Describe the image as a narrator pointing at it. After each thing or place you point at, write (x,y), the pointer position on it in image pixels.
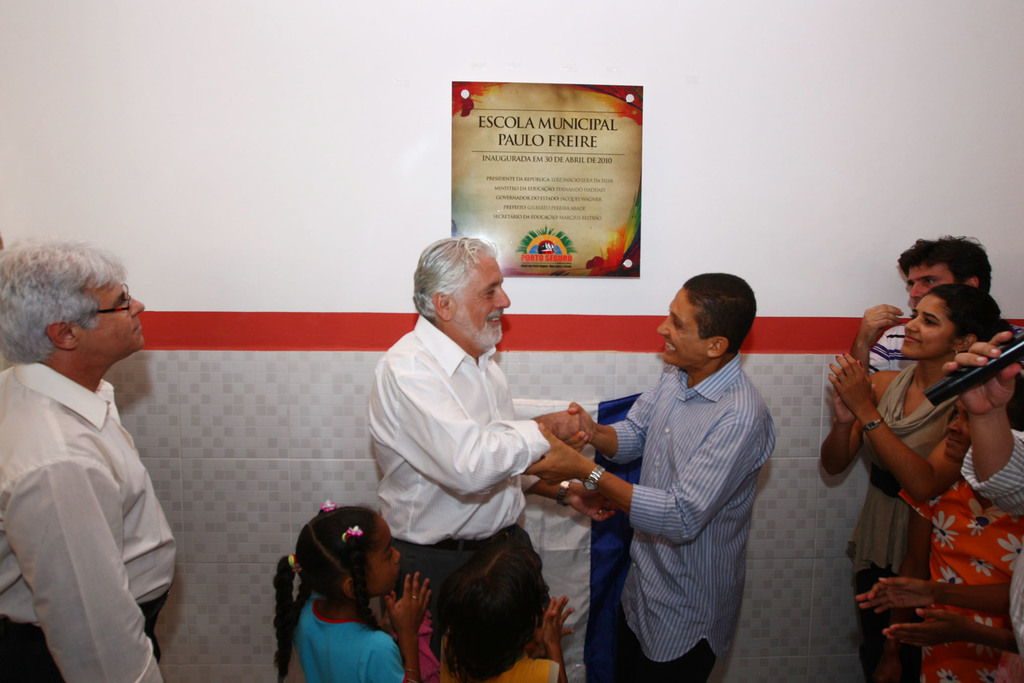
On the left side (84,464), there is a person (84,464) in a white color shirt (26,605), wearing a spectacle (123,308) and standing. On the right side (1008,651), there are four persons (954,634). One of them is holding a microphone (970,381). In front of them, there are two persons (447,389) in different color dresses (703,418), shaking hands (593,421). Beside them, there are two children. In the background (225,334), there is a poster (523,98) attached to the white wall (502,60).
